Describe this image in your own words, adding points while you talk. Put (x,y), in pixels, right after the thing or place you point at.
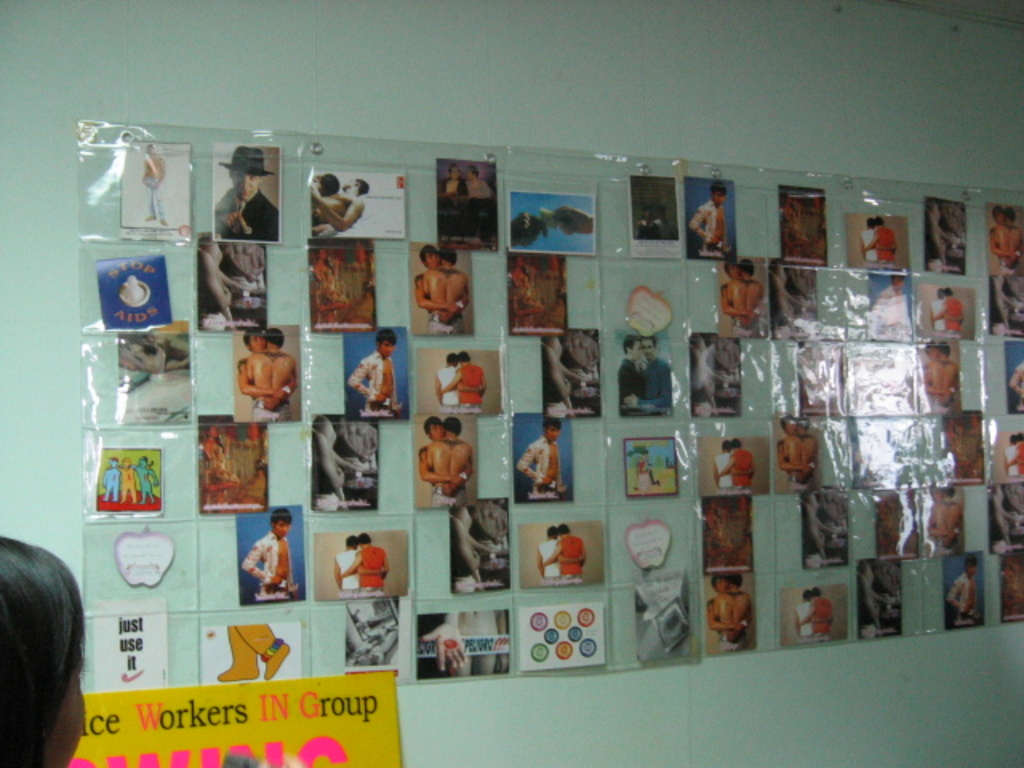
In this picture I can see number of photos (256,265) laminated on the wall (576,13) and on the left bottom corner of this picture (8,576) I can see a person's head (57,647) and I see something is written on a board (256,711).
